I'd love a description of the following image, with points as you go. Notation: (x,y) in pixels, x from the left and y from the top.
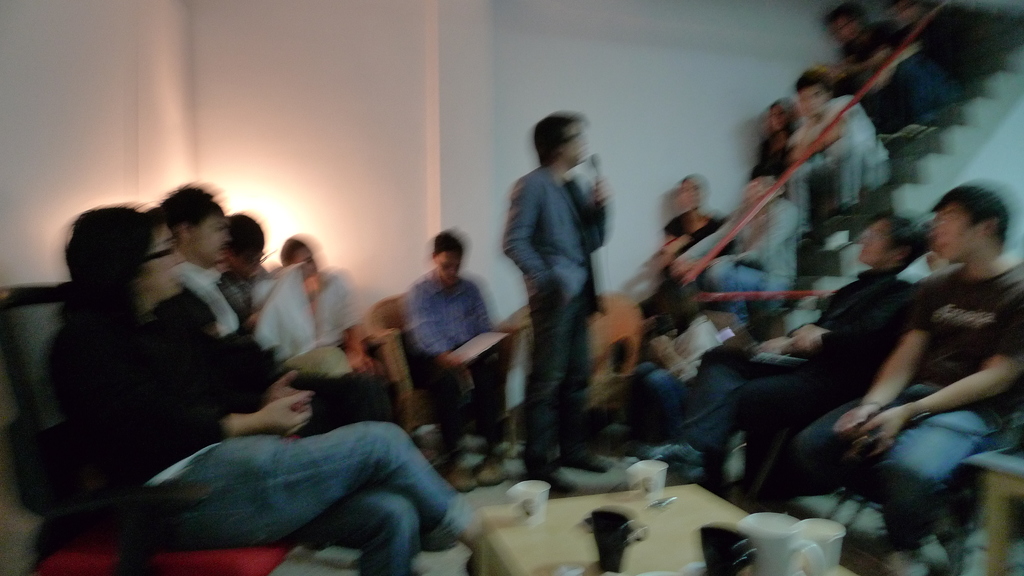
In this image there few people (451,333) in a room (440,370) in which some of them are sitting on the chairs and some of them are sitting on the stairs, there are few cups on the table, there is a person (566,376) holding a microphone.
